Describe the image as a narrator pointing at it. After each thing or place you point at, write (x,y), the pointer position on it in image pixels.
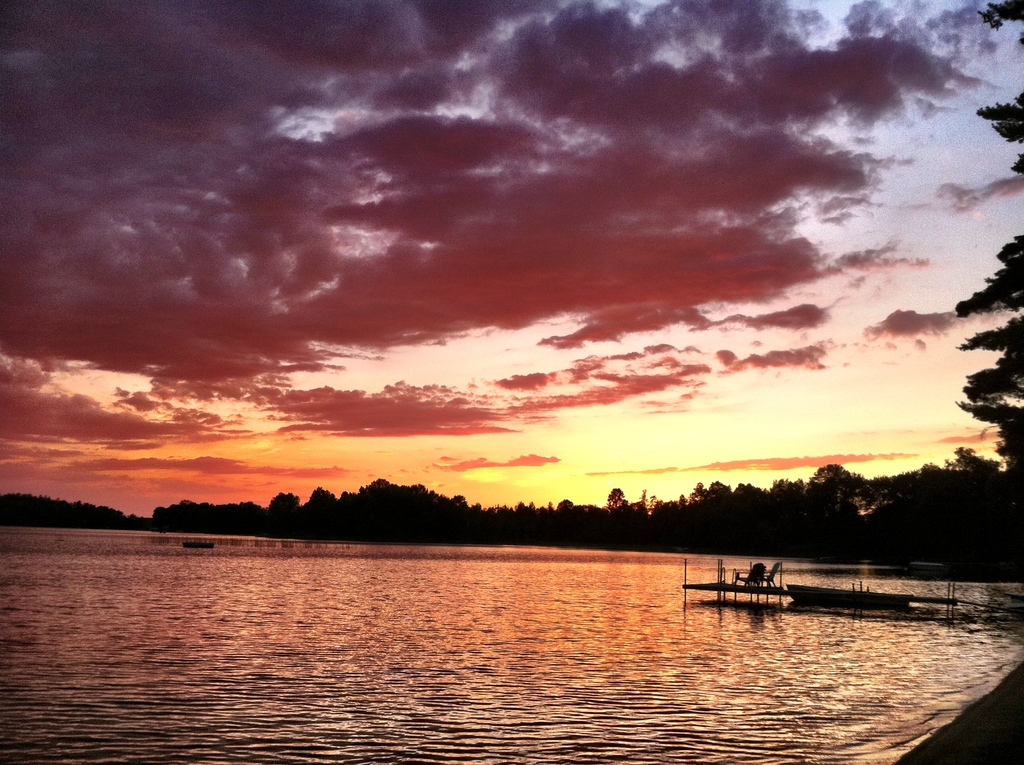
In this picture there is water (899,618) at the bottom side of the image (621,582) and there are trees (880,553) in the center of the image (566,508), there is a dock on the right side of the image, there is sky (282,212) at the top side of the image (399,197).
